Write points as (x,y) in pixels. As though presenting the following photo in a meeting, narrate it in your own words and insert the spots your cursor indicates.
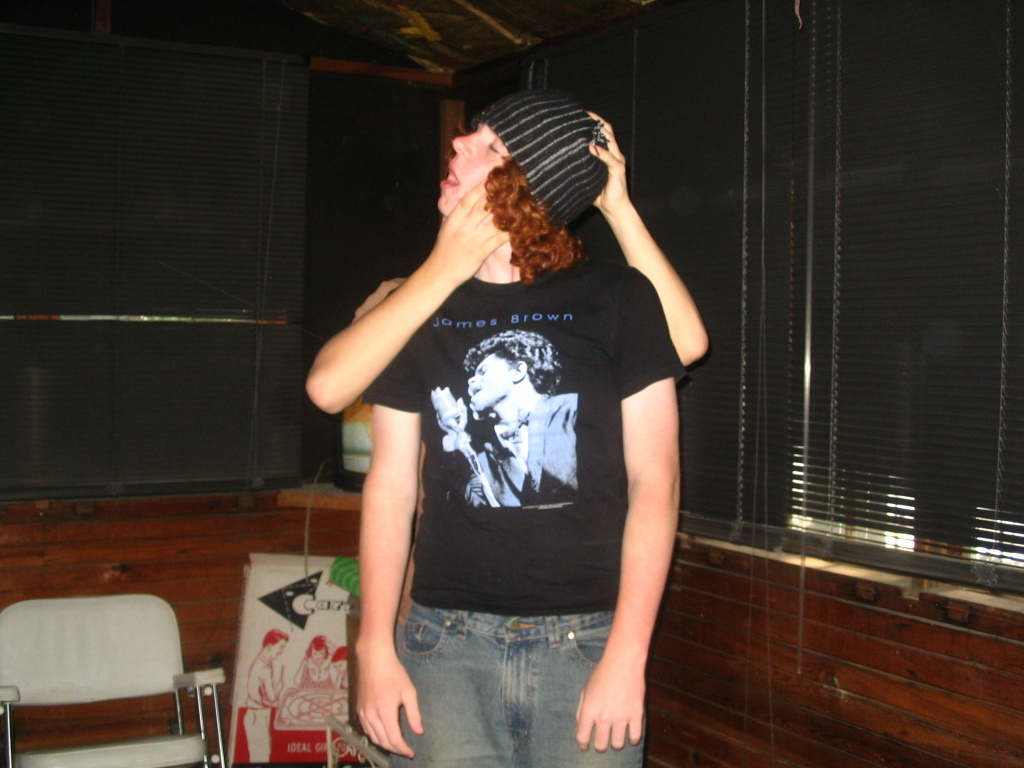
There is one man (518,524) standing and wearing a black color t shirt (512,459) at the bottom of this image (516,616), and there is one other person (647,250) holding a face (467,158) of the first person (515,348). There is a chair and a cover (277,689) in the bottom left corner of this image (201,702). There is a curtain (723,372) in the background (760,270).
